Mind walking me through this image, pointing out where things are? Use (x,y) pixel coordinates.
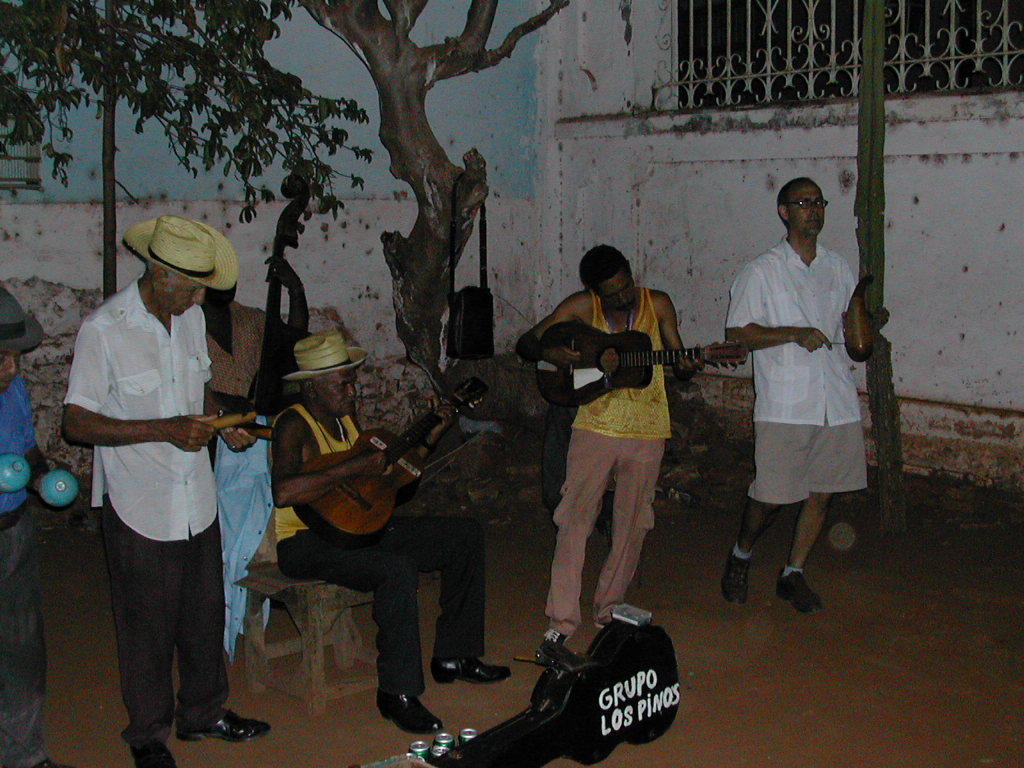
In the foreground of the image (805,275), there are five persons (811,246) are standing and playing musical instruments (617,348) and one person (317,496) is sitting on the chair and playing musical instrument (355,512) as guitar (369,507). In the background (639,212) wall (628,230) is visible of white and blue in color and a window (918,87) is visible. In the middle (399,272), a tree (413,164) is visible. This image is taken outside the house (1012,225).
